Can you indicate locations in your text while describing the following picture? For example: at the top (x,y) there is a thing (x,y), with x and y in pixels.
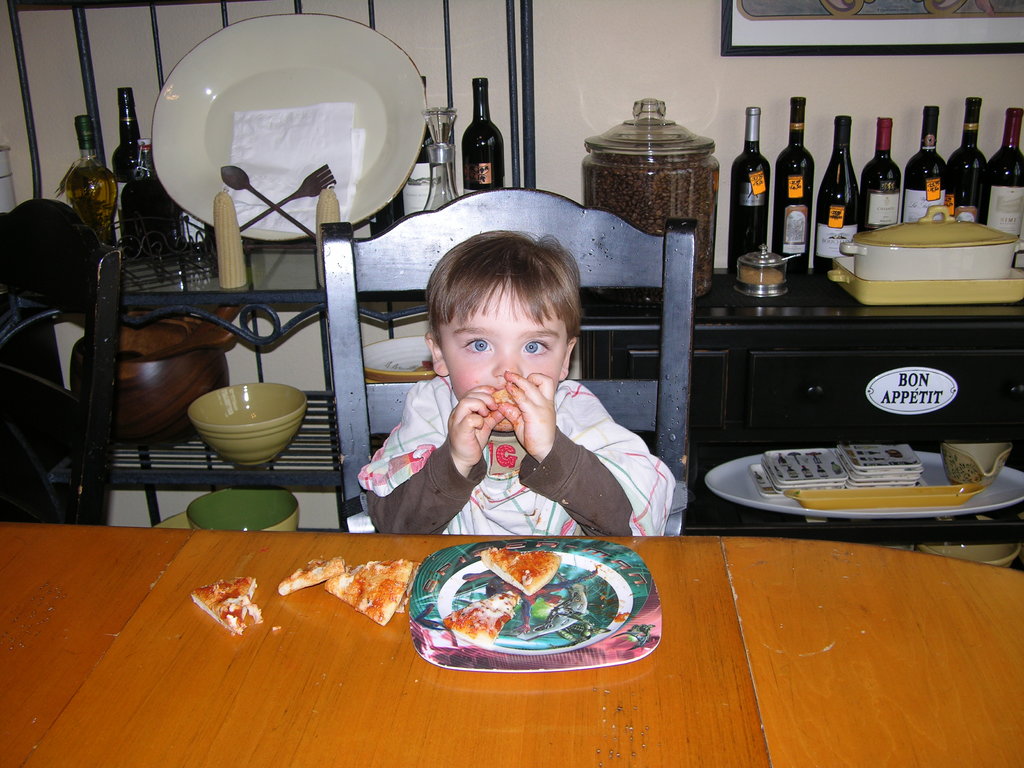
In this picture we can see boy (469,446) eating food (493,397) and sitting on chair (634,400) and in front of him there is table (273,684) and on table (285,549) we have plate (426,583) with slices (397,576) and in background (233,394) we can see bowl (182,409), fork (306,185), spoon (279,208), tissue paper (307,122), plate (345,84), bottles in racks (270,276), jar (635,167). bottles (744,203), vessel (976,228), tray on table (807,365).
